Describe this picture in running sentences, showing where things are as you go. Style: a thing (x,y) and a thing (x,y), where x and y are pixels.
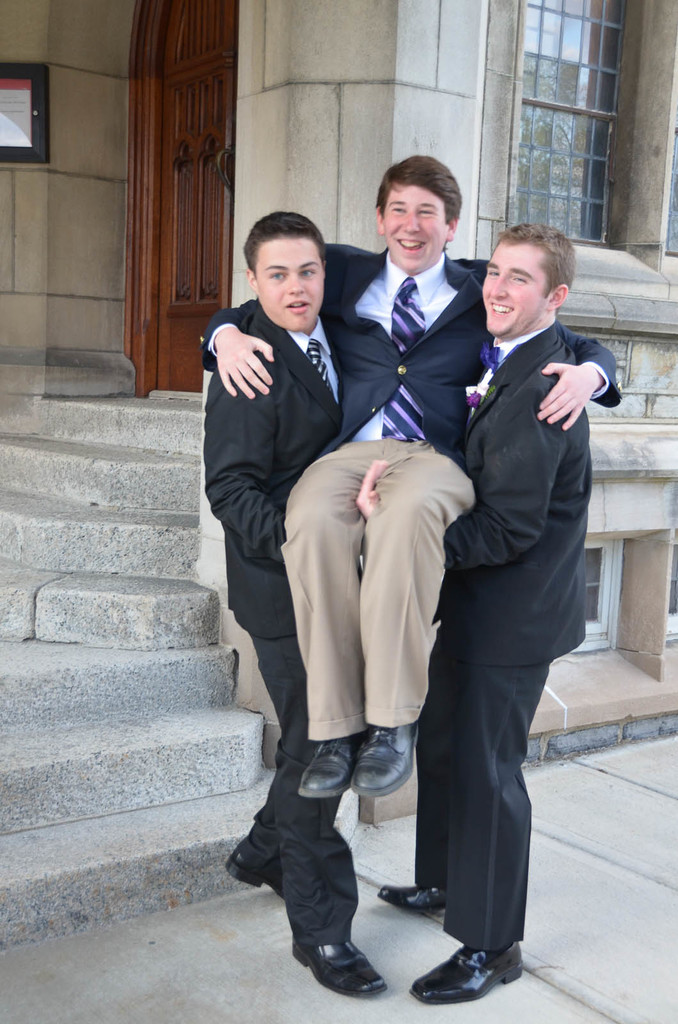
In this image, there are a few people (380,775). We can see the ground (393,981). We can see some stairs (92,573) and the wall (665,352) with some windows (676,181). We can also see a door (229,145) and a board (16,155) on the left (47,129).
